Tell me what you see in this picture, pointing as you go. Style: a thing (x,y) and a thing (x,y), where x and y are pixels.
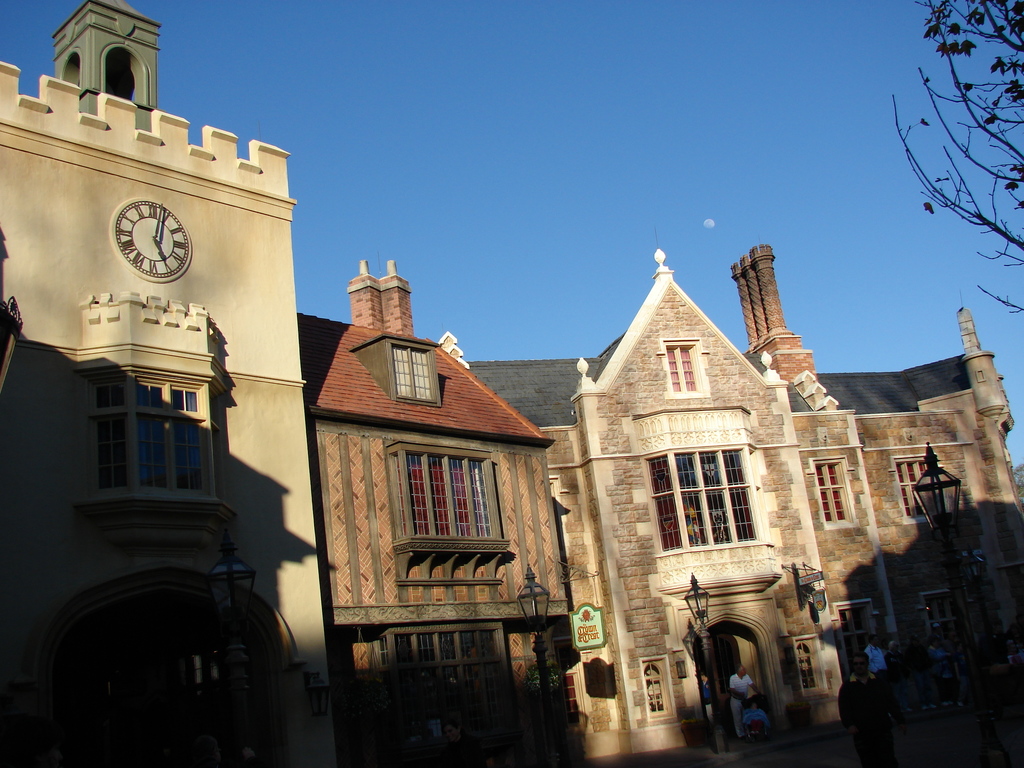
In this image, there are buildings (263,573), walls (263,573), windows (663,547), streetlights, clock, boards (589,617) and people (960,663). In the background (498,205), there is the sky (518,160). On the right side of the image (957,97), we can see trees (992,122).
